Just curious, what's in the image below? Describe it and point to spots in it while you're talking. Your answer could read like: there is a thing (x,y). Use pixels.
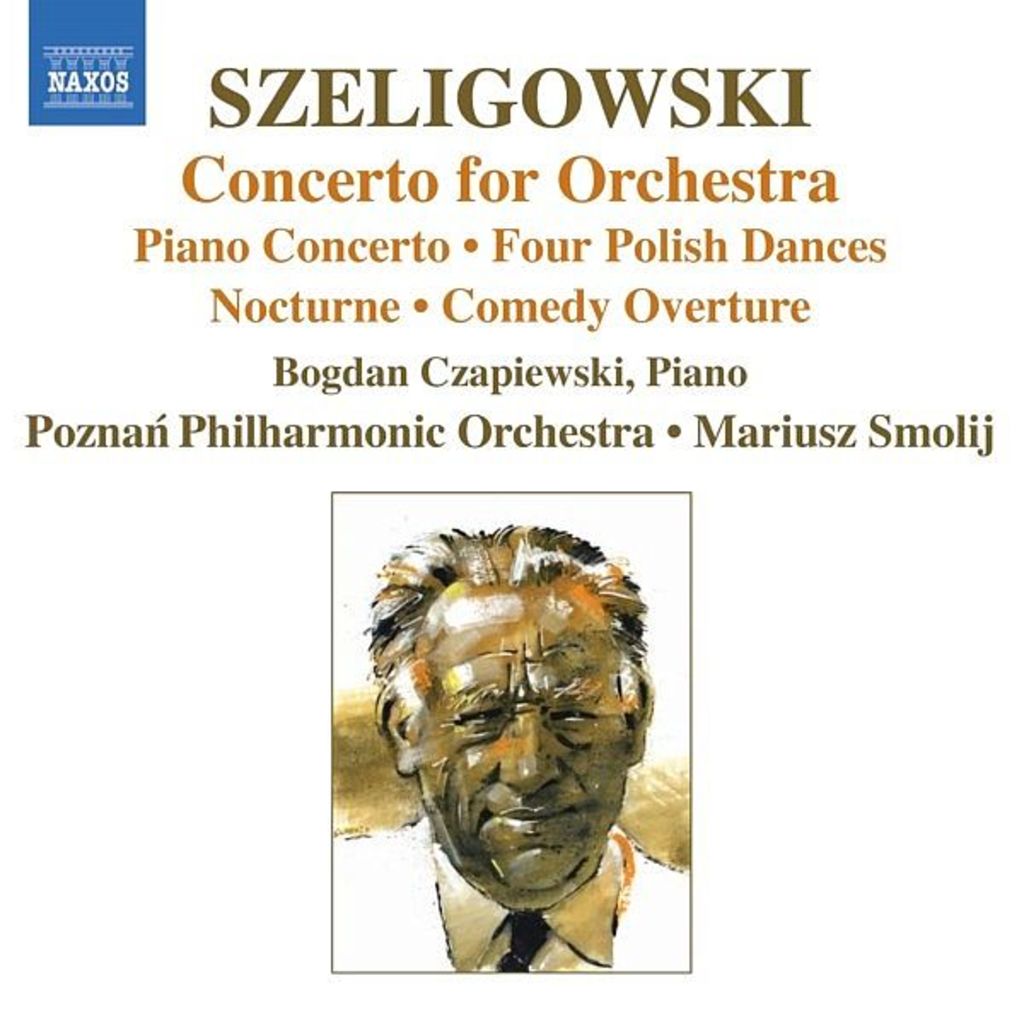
There is a picture of a person (556,719) and there is something written above it.
